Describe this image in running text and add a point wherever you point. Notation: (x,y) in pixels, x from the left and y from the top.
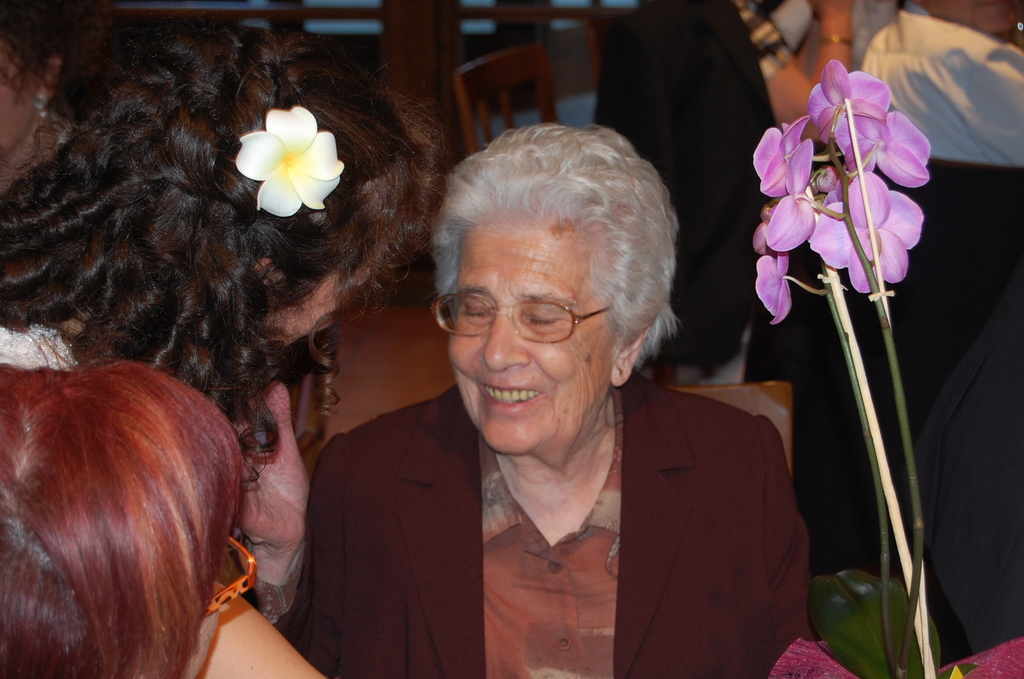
In this image there is an old woman (558,449) sitting in the chair (712,385). In front of her there is a table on which there is a flower vase (911,605) with the flowers (877,230). On the left side (231,311) there are two girls (98,497). The girl (141,318) at the top (169,170) is having a white flower (295,165) in her hair (227,115). In the background (475,66) there are chairs (524,50). On the right side (849,33) there are few other people (759,41) standing on the floor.
